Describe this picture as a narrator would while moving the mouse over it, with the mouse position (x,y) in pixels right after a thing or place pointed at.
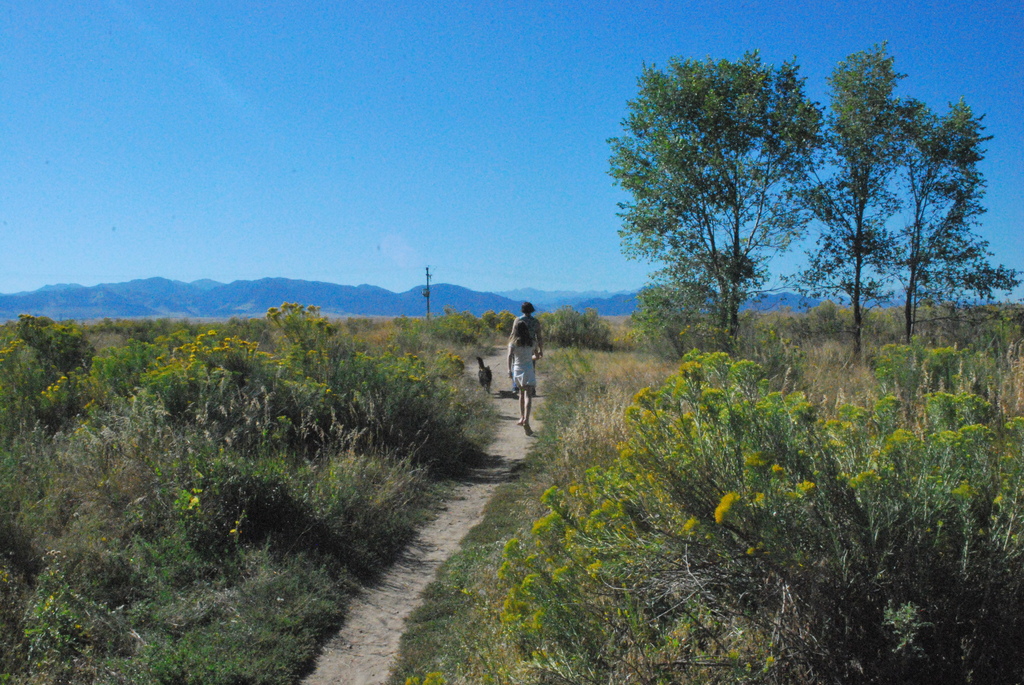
In the background (623,265) we can see the sky (475,265), hills (480,295). In this picture we can see the trees (713,144), plants (420,329), pole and an animal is visible. We can see the people (532,373) walking.
